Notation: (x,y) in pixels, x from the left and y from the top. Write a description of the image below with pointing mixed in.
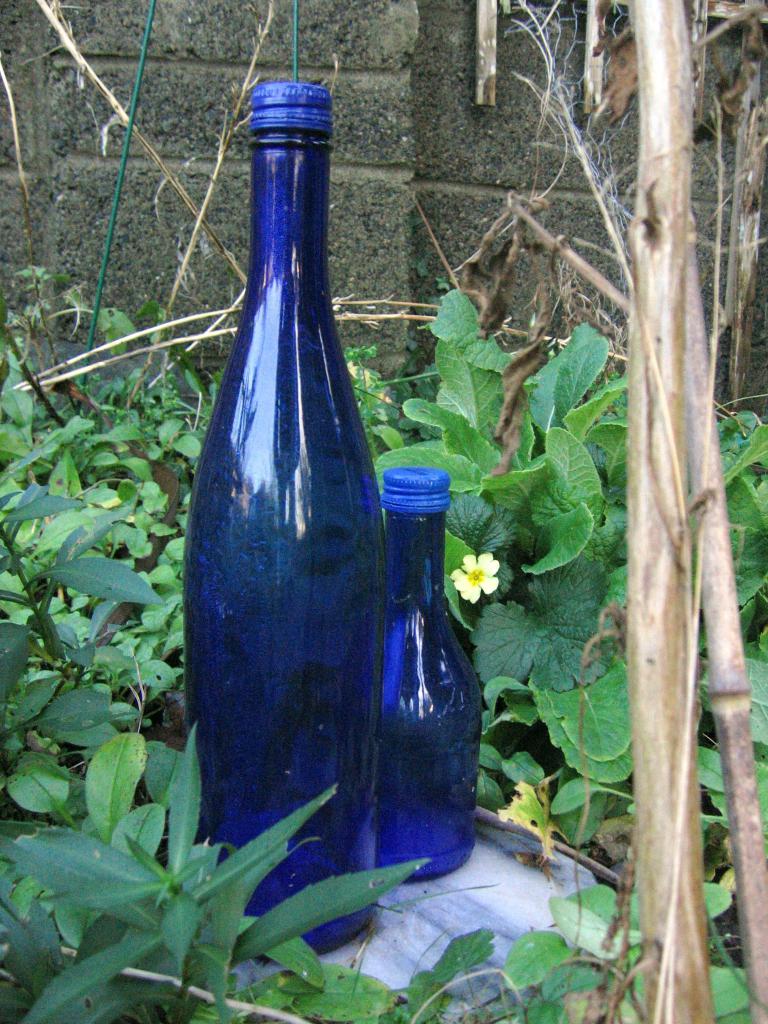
In the image in the center (271,552) we can see two bottles (290,566). These bottles (412,602) were surrounded by plants (159,526), and back of this bottle (344,784) there is a wall (421,129).
